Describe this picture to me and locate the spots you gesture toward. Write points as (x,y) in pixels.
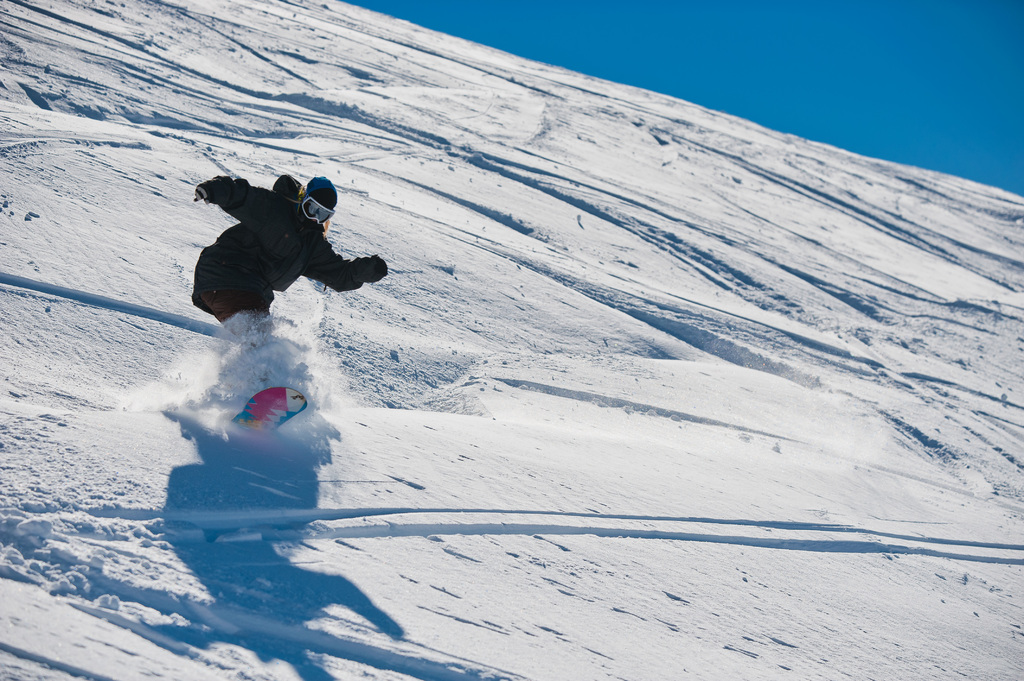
This picture shows a human (321,237) standing on the snowboard (299,406) and surfing in the snow (306,321) and we see a helmet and sunglasses (313,215) on the face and we see a blue sky (731,48).
